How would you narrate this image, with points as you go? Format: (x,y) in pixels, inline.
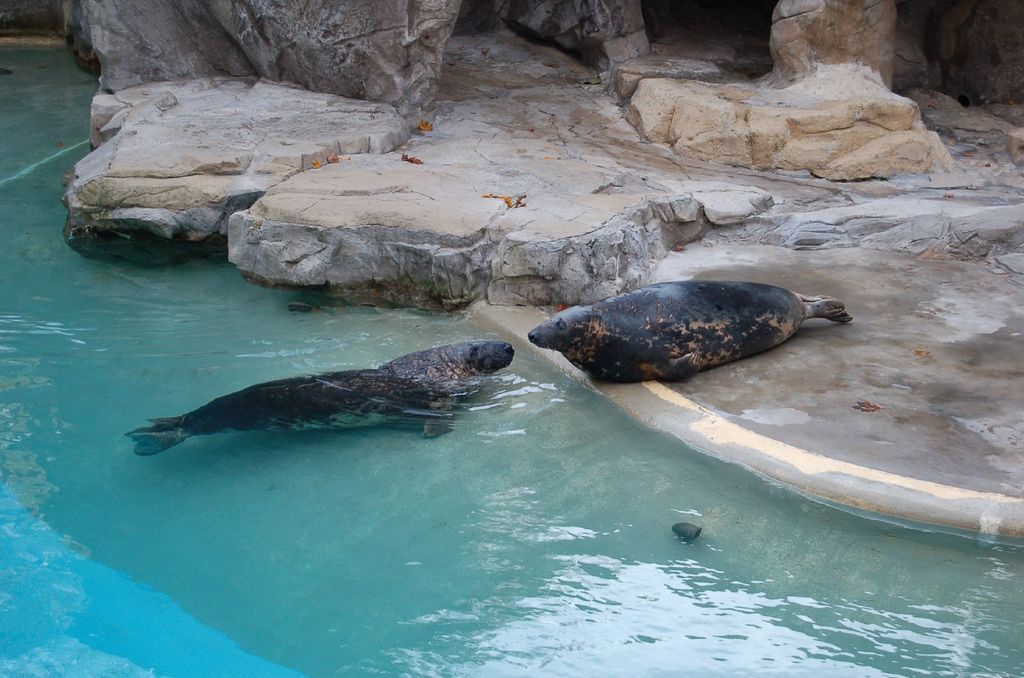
On the left side of the image (142,316) there is water (113,355) with a seal (297,379) in it. In front of that there is an another seal (696,320) on the land (674,383). In the background (598,24) there are rocks (695,116).
